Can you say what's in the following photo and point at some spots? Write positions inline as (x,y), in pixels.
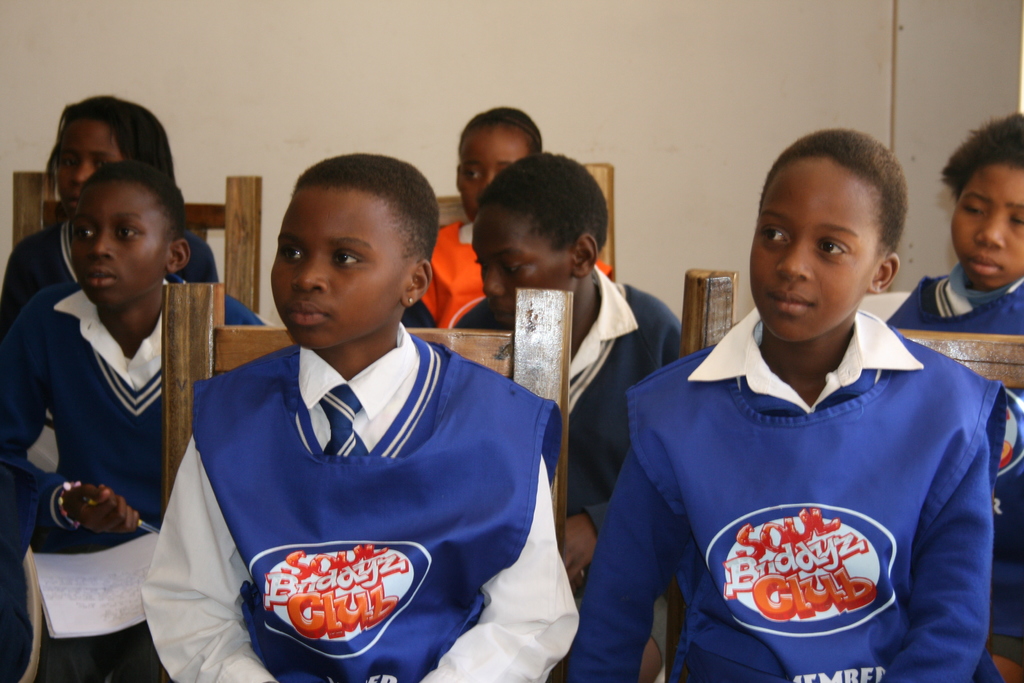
In this image, we can see a group of children (545,576) are sitting on the chairs (1019,341). In the background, there is a wall (771,162). On the left side of the image (96,536), we can see a person (90,508) holding a pen (153,530).
